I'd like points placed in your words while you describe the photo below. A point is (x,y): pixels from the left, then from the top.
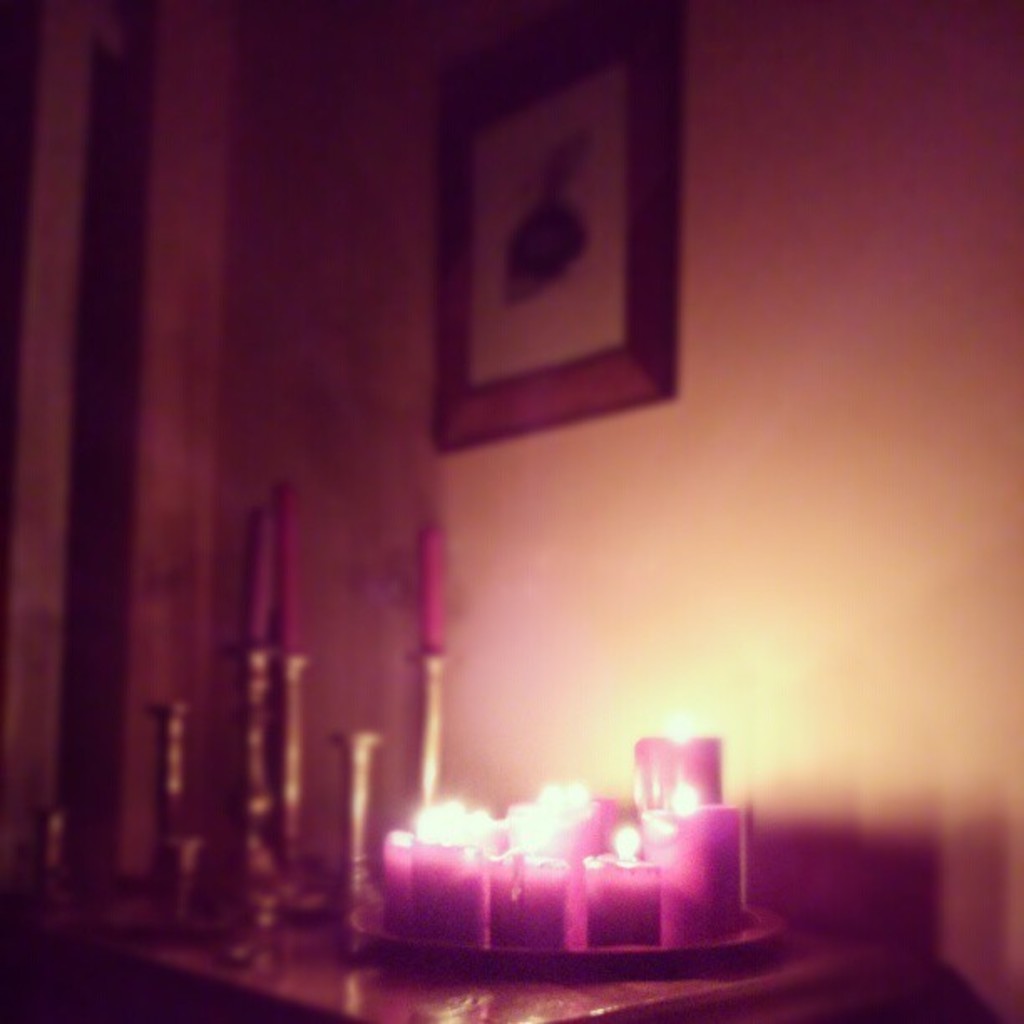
At the bottom of this image (353,983) there is a table (386,968) on which a candle stand (311,900), plate (360,932) and few candles (602,928) are placed. In the background (584,577) there is a wall (751,515) on which a frame (580,265) is attached.
